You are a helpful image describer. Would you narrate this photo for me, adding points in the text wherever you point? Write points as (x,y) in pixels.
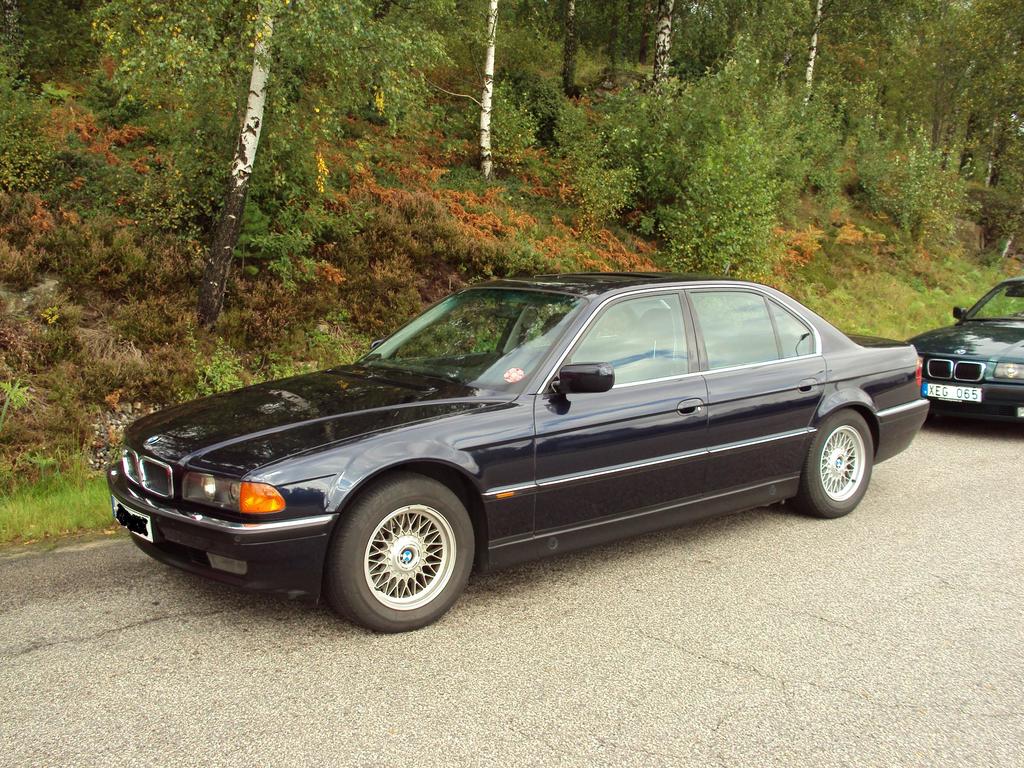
In this image, we can see cars (825,402) on the road (595,648). There are trees (424,61) and plants (710,150) on the hill (475,219) which is beside the road (108,567).
